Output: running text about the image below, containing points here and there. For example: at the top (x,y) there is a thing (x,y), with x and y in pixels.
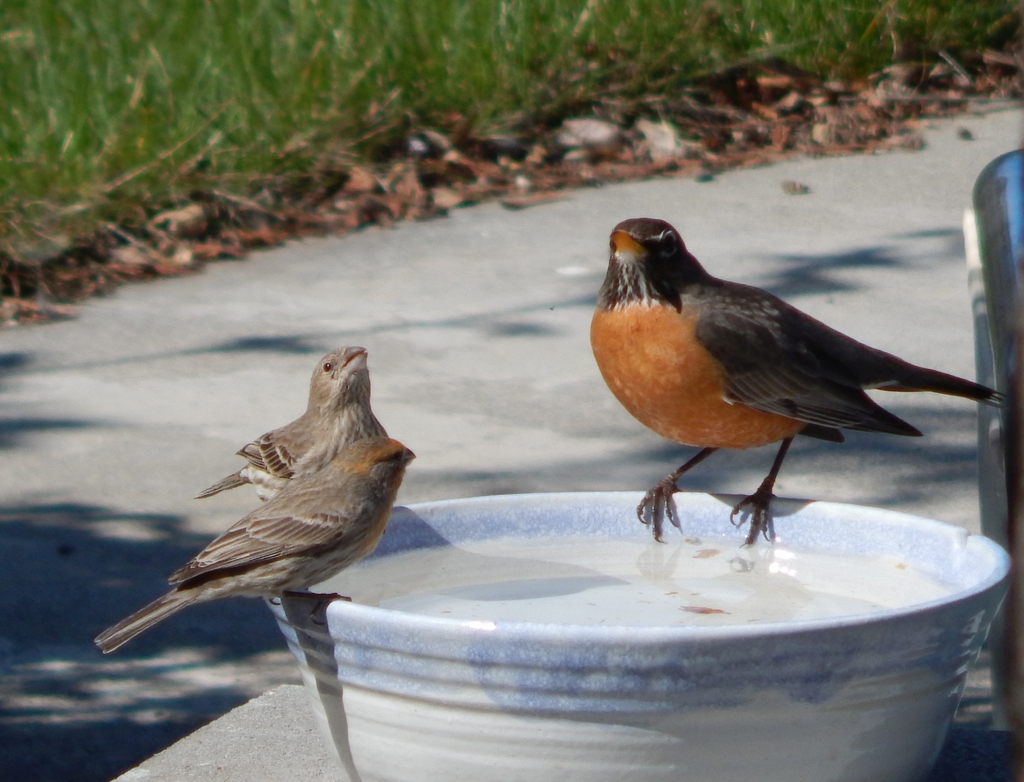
In this image in the front (489,612) there are birds (293,526) standing on the bowl (706,533) and there is water (709,591) in the bowl (727,588). In the background (489,162) there are dry leaves (462,144) and there is grass (362,26). On the right side (985,326) there is an object (989,340) which is black in colour.
